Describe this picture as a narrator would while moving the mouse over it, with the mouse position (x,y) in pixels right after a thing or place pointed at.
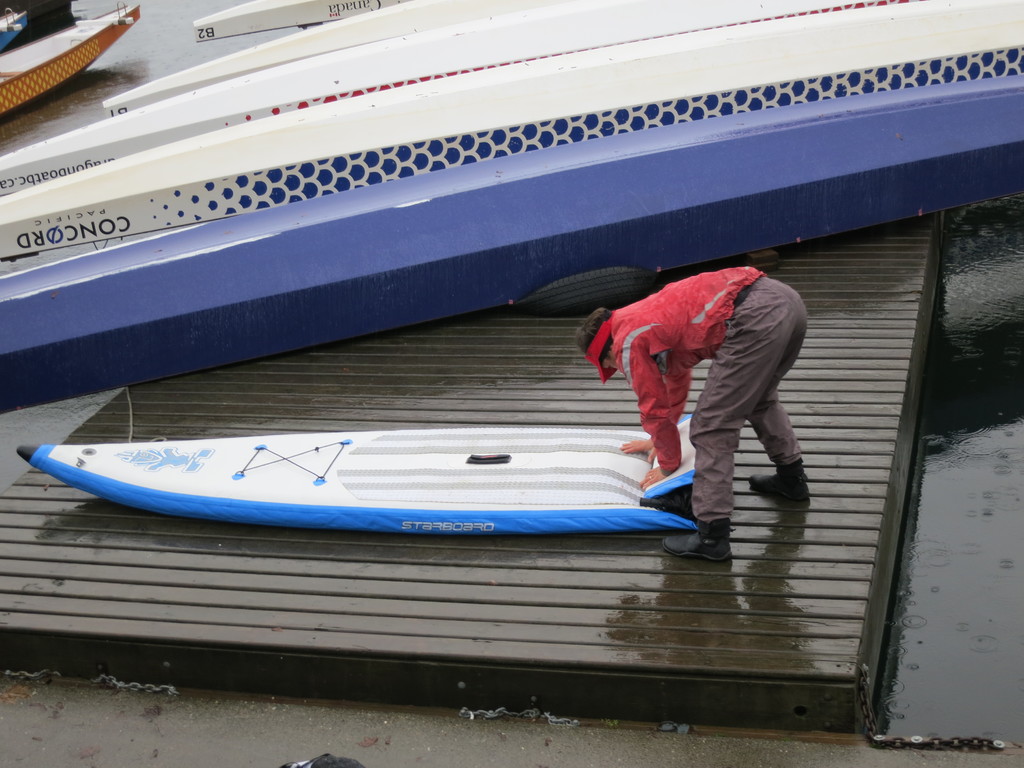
In this image I can see fleets of boats (370,119), tire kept on the dock (258,410), water (1004,468) and a person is holding some object (602,470) in hand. This image is taken may be during a day.
